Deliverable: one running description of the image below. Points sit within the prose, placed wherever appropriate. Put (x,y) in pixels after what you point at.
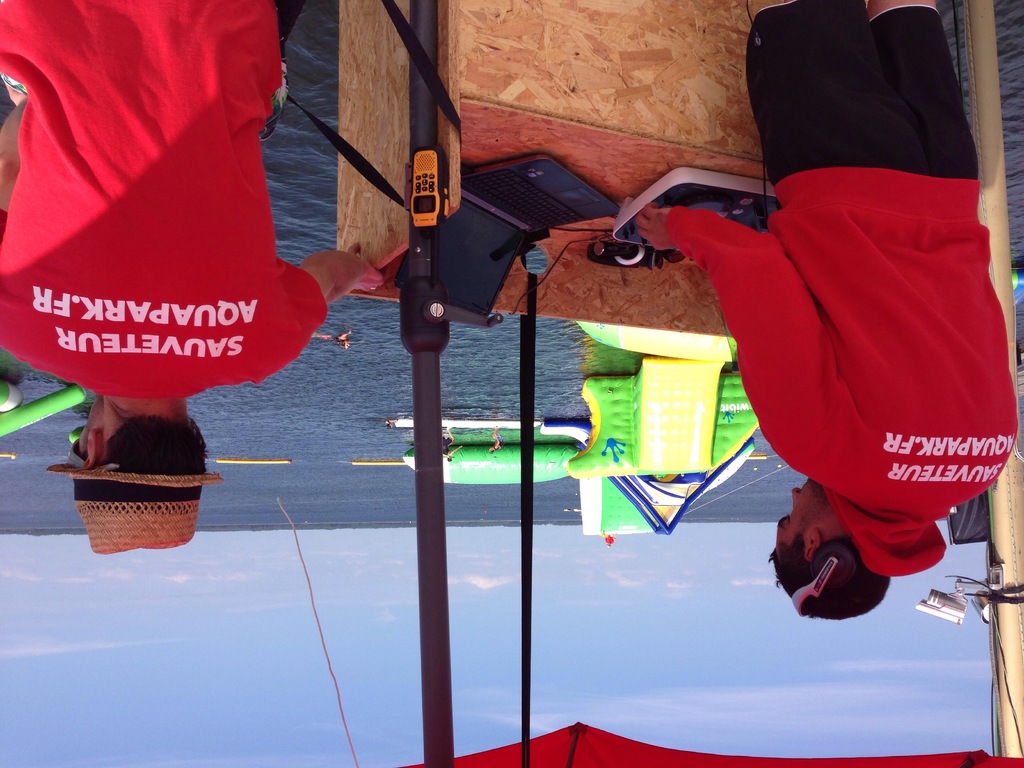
This image is taken outdoors. At the bottom of the image (201,685) there is a sky (508,669) with clouds (835,669) and there is a tent (600,754). In the middle of the image (515,380) there is a sea (409,495) and there are inflatables (606,468) on the sea (778,514) and there is a pole (420,277). At the top of the image (176,124) two men (203,117) are standing in a booth (668,312) and there is a table (603,302) with a few things (534,163) on it.
